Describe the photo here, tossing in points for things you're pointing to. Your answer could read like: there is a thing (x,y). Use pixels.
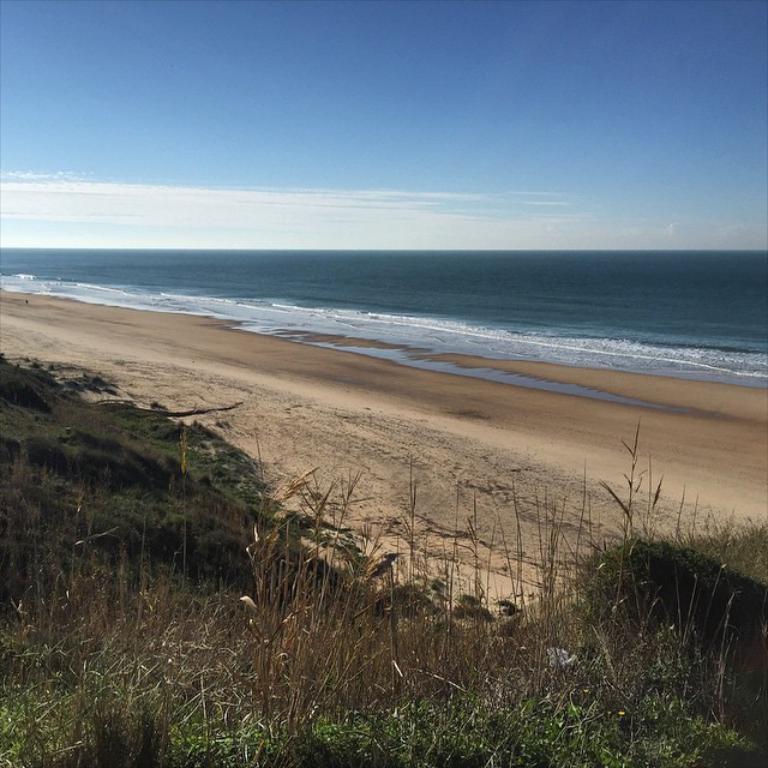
In this picture we can see grass (22,455), plants (29,462), ground (440,575) and water (410,302). In the background of the image (561,146) we can see the sky (518,168).
